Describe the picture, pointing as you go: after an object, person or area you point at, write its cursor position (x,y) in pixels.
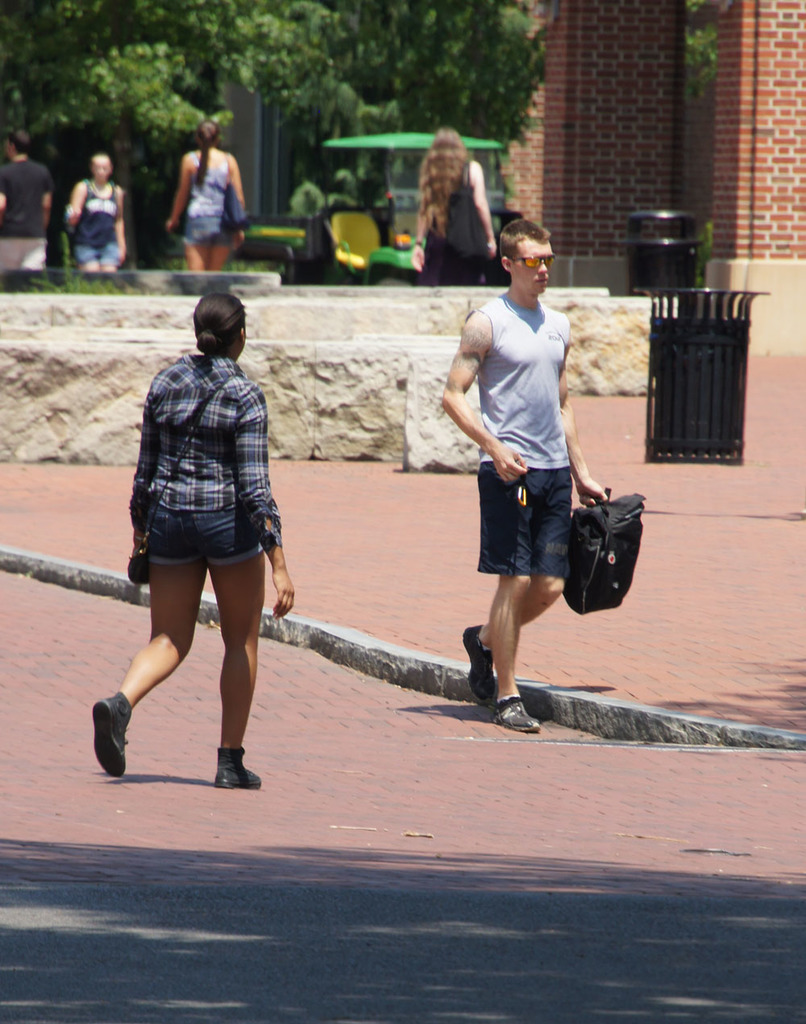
This is the picture outside the city (448,739), here we can see a person (522,597) and a woman (260,607) walking opposite to each other, here we can also see some trees (330,59) which are away from the man (473,679) and woman (285,590), here we can also see some people (18,159) walking, here we can also see the wall (642,117) with red bricks (640,117), here we can see that a man (480,671) holding a bag (632,573).
